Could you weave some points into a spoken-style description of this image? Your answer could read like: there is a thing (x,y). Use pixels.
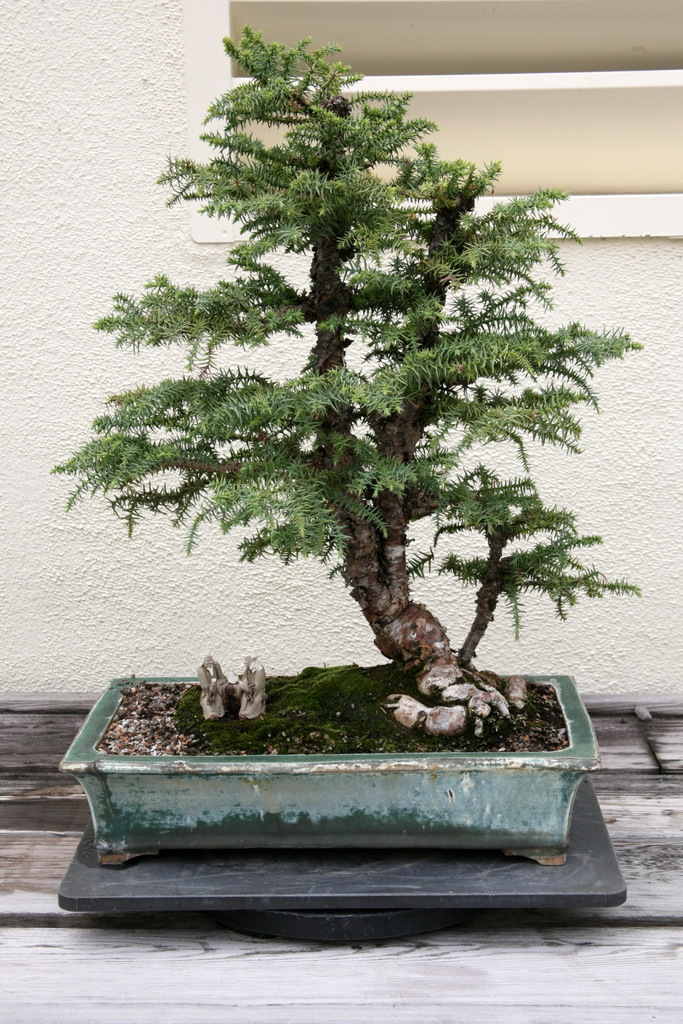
In this image, we can see a bonsai plant (423,654) with pot (401,810). Here we can see black stand (383,901) and wooden surface (423,996). Background (1,501) we can see the white wall (74,386).
